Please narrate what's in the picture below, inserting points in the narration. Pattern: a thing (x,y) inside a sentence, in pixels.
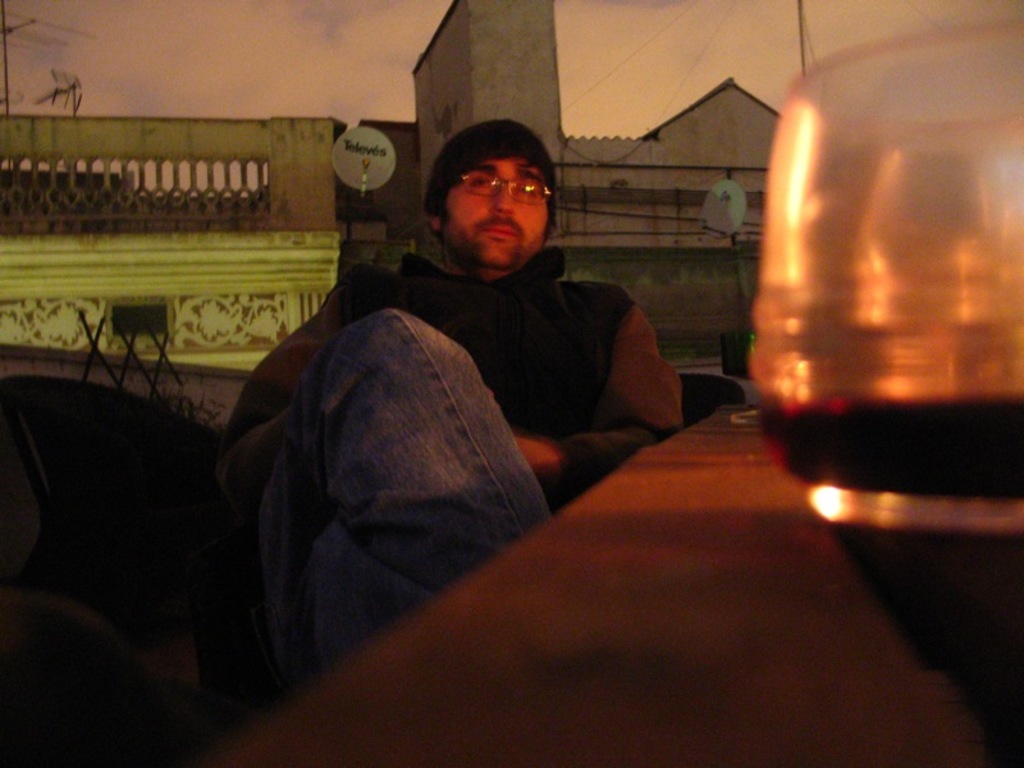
In this image in the center (404,349) there is one person (367,469) who is sitting, and on the right side (897,336) there is one glass (868,385) in the center (680,341) there is a wall (121,349) and in the background (294,148) there are some houses (648,163) and wires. On the top of the image (619,65) there is one pole (802,35) and some wires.
